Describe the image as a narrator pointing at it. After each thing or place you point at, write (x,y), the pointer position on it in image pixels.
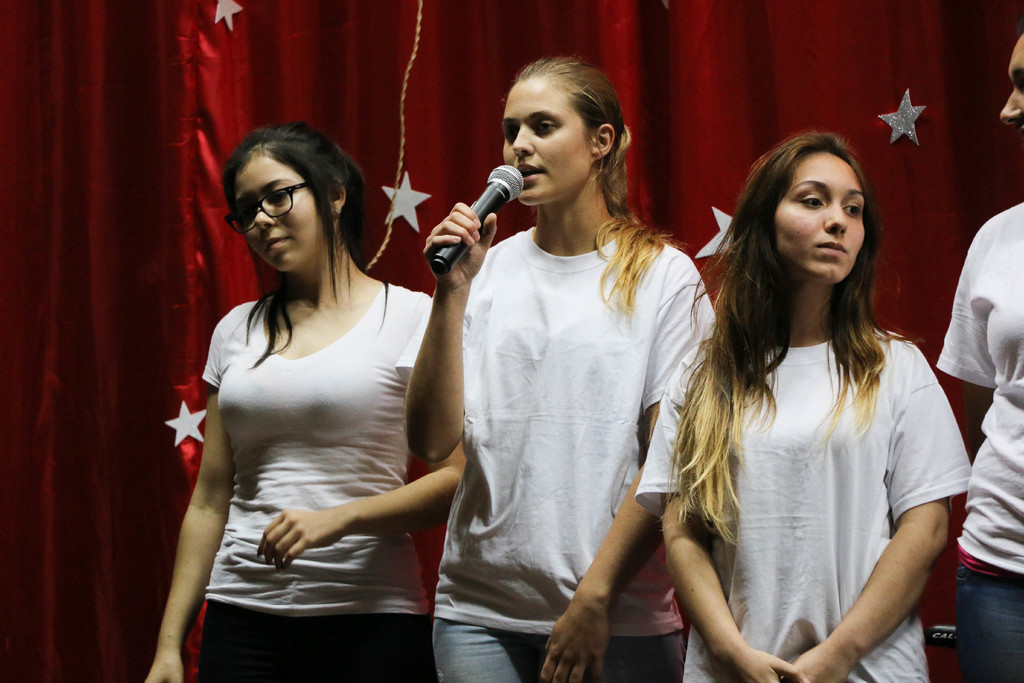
4 people (532,323) are standing. the person (529,382) at the center (529,379) is holding a microphone (499,183) and singing. behind them there is a red curtain (830,104) with stars (392,188) present on them.
